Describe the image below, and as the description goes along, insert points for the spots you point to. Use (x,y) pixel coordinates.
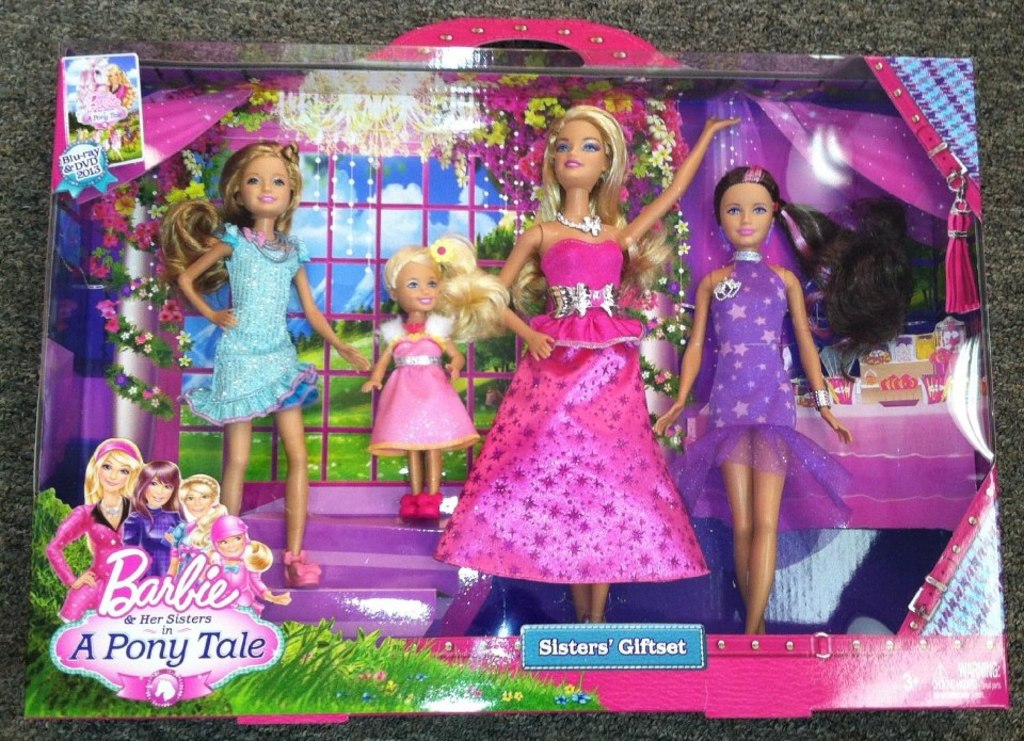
In this image there are Barbie dolls (754,342) in a box (305,152). At the bottom of the image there is a mat (841,12) on the surface (865,12).
